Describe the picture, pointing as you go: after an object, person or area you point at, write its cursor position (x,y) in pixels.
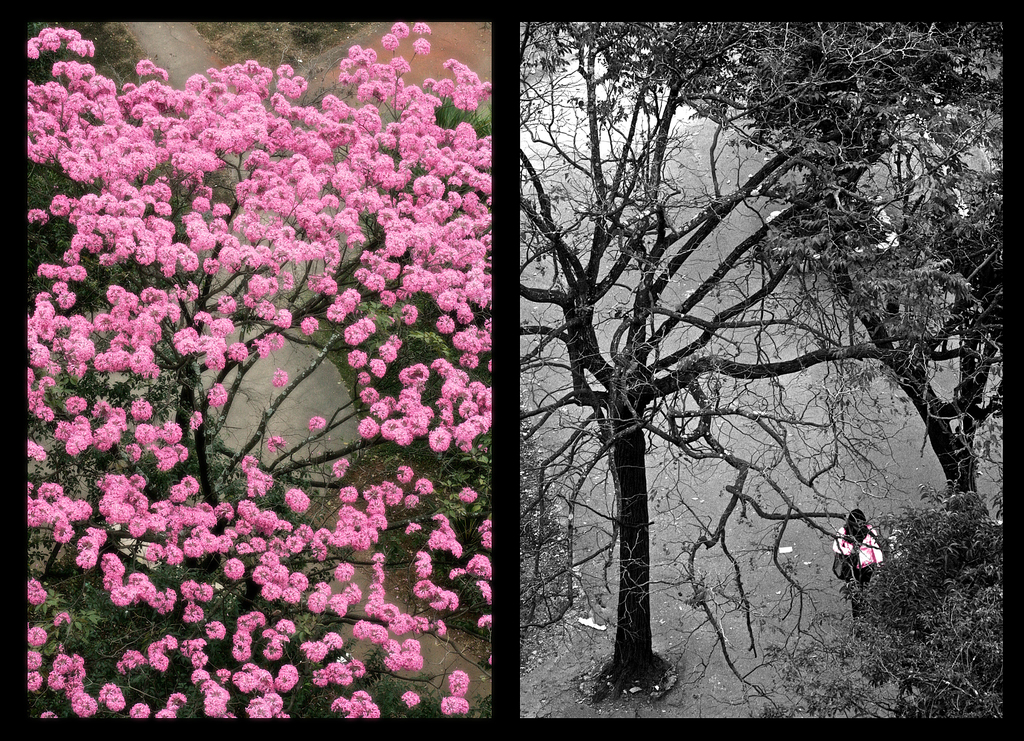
In this image, on the right side (700,536), we can see a woman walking on the road (767,567) under the trees (973,465). On the left side (260,122), we can see some flowers (340,120).
